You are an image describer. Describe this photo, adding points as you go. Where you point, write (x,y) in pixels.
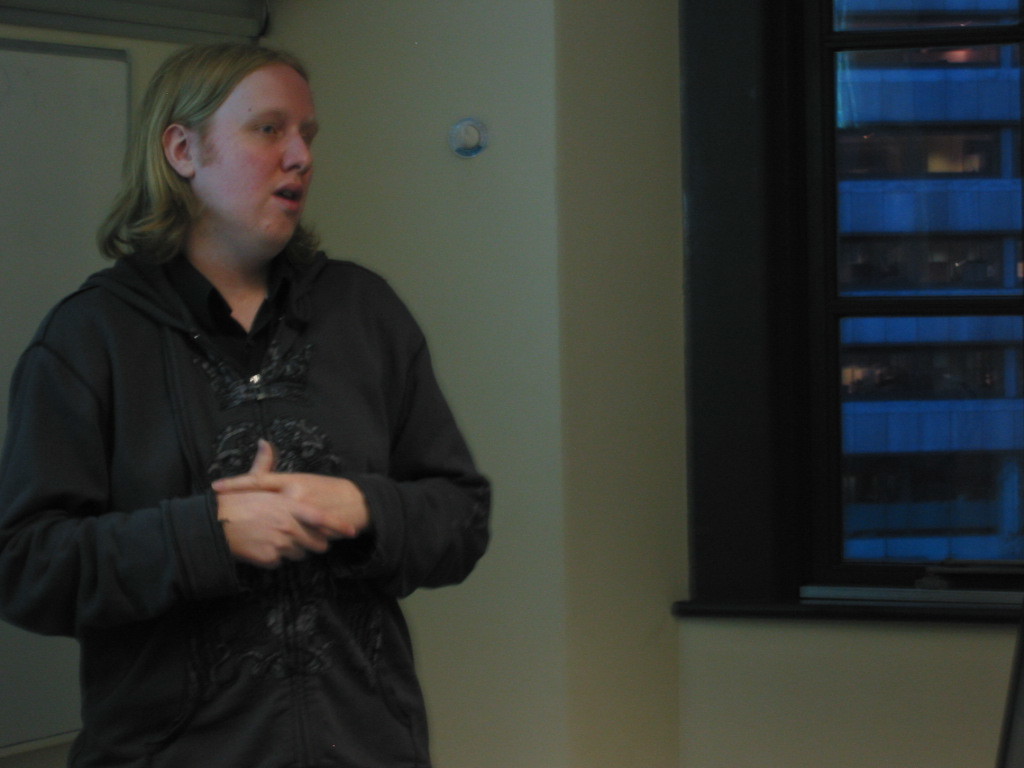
In this picture I can observe a person (164,301) on the left side (194,283). In the background (450,200) I can observe wall (482,283).
